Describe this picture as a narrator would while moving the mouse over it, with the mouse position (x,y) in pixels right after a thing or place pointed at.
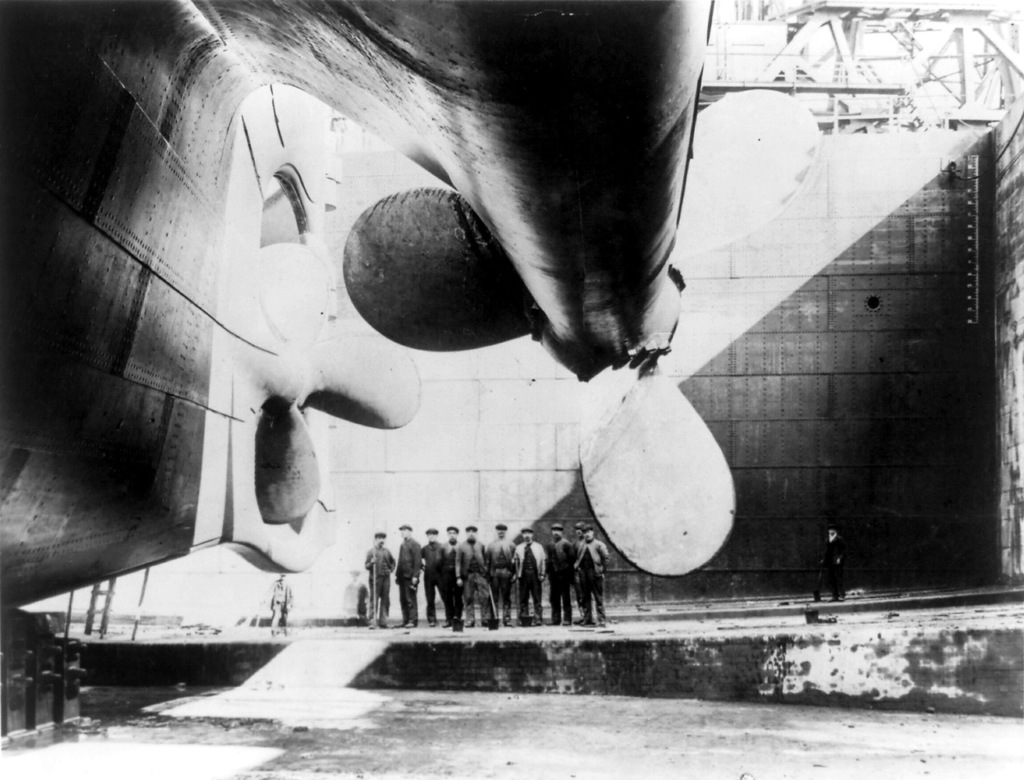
In this picture I can observe ship (264,277) in the middle of the picture (593,265). There are few people (485,565) standing on the floor (607,610) in the bottom of the picture (461,594). In the background (352,565) I can observe wall (780,448). This is a black and white image.
